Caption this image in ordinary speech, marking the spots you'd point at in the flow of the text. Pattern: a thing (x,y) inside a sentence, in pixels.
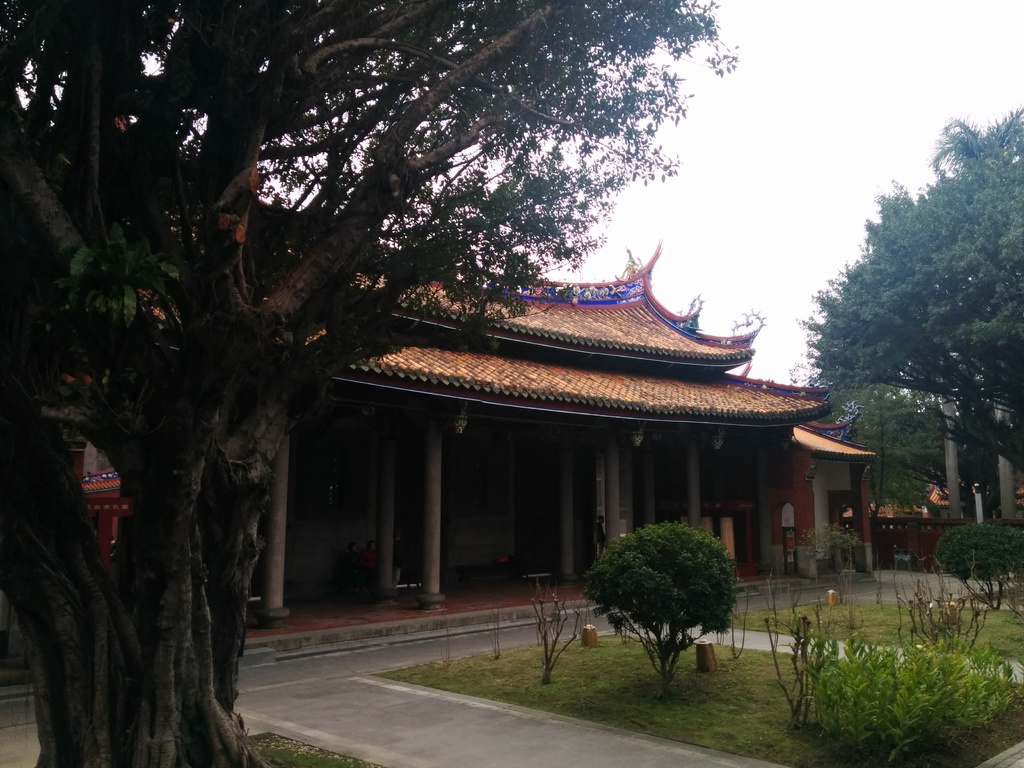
There is a tree (255,355) in the foreground (174,412) and a house structure (472,375) and pillars (439,502) in the center (589,401). There are plants (831,539), trees (944,455) and poles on the right side (920,401) and sky (741,122) in the background area (669,116).
